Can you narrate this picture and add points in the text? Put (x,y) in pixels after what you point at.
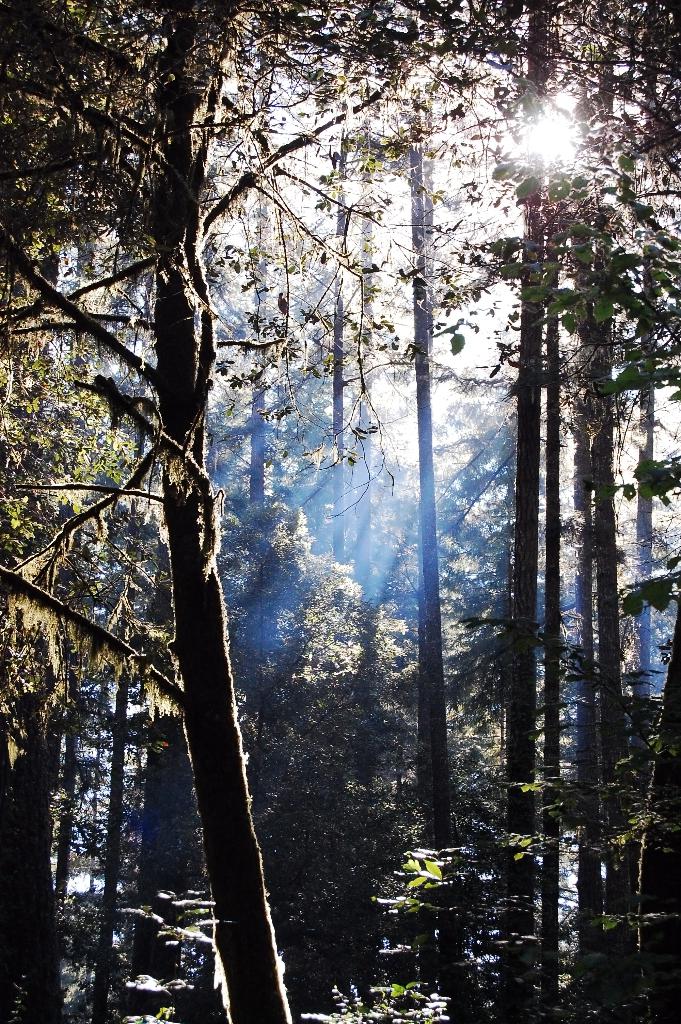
In this image I can see a trees (274,335). The sky (316,260) is in white and blue color.
